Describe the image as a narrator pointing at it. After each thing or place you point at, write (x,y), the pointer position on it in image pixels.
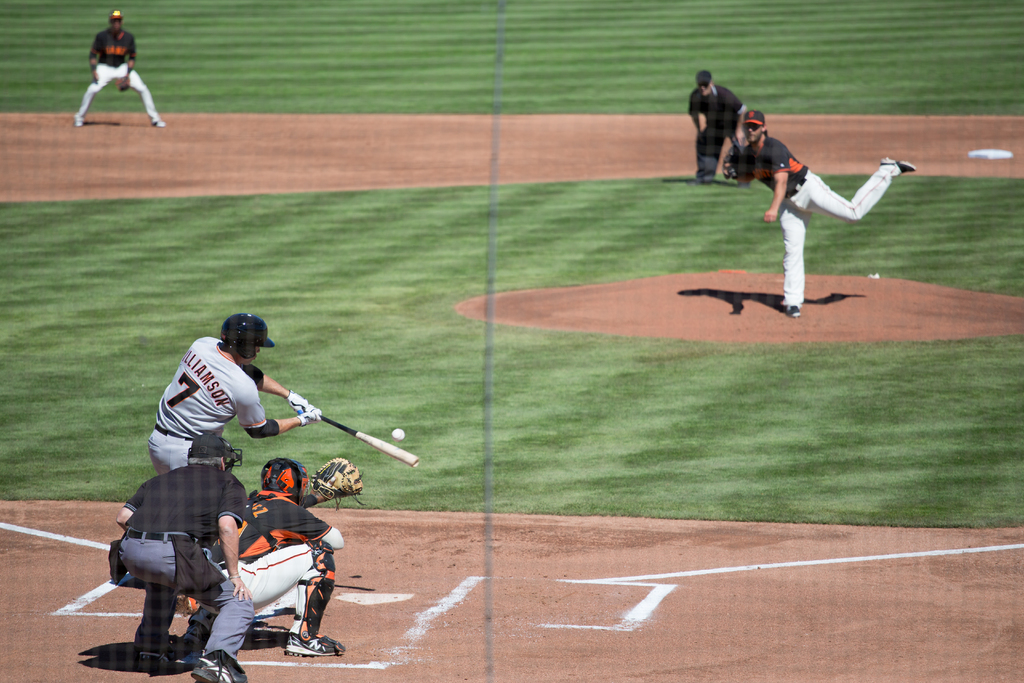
This is a playground (537,209). In this picture we can see the people (179,563) playing baseball. We can see a man (191,417) wearing a helmet (249,348), gloves (302,410), holding a baseball bat (355,436). We can see a ball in the air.
